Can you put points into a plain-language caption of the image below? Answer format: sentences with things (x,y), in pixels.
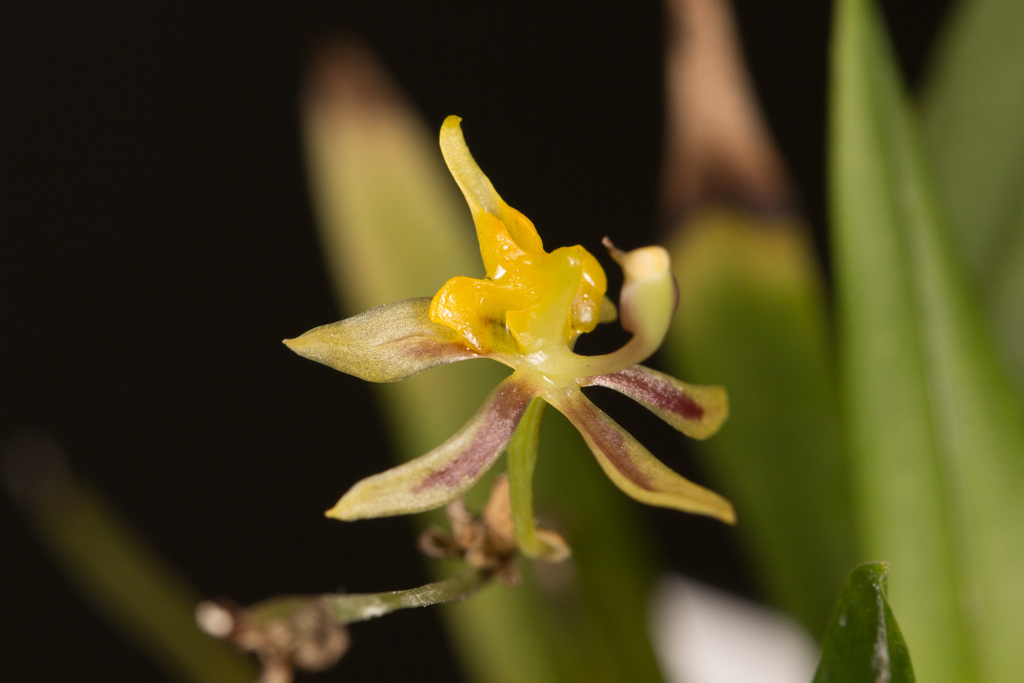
In this image we can see a flower (559,345) and behind the flower (536,333) we can see few leaves (737,201).
